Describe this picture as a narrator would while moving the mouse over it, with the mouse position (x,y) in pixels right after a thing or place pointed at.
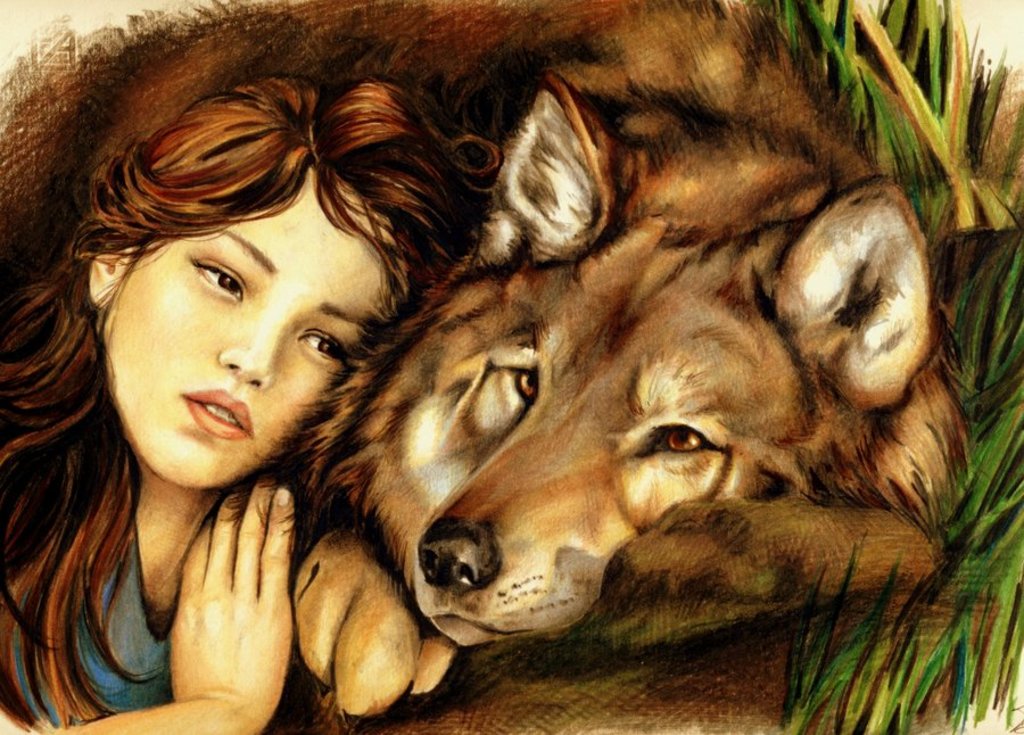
In this picture we can see the painting (262,452) of a girl (113,576) and an animal (554,365) is lying. On the right side of the animal (499,384) there is a grass (1012,296).
